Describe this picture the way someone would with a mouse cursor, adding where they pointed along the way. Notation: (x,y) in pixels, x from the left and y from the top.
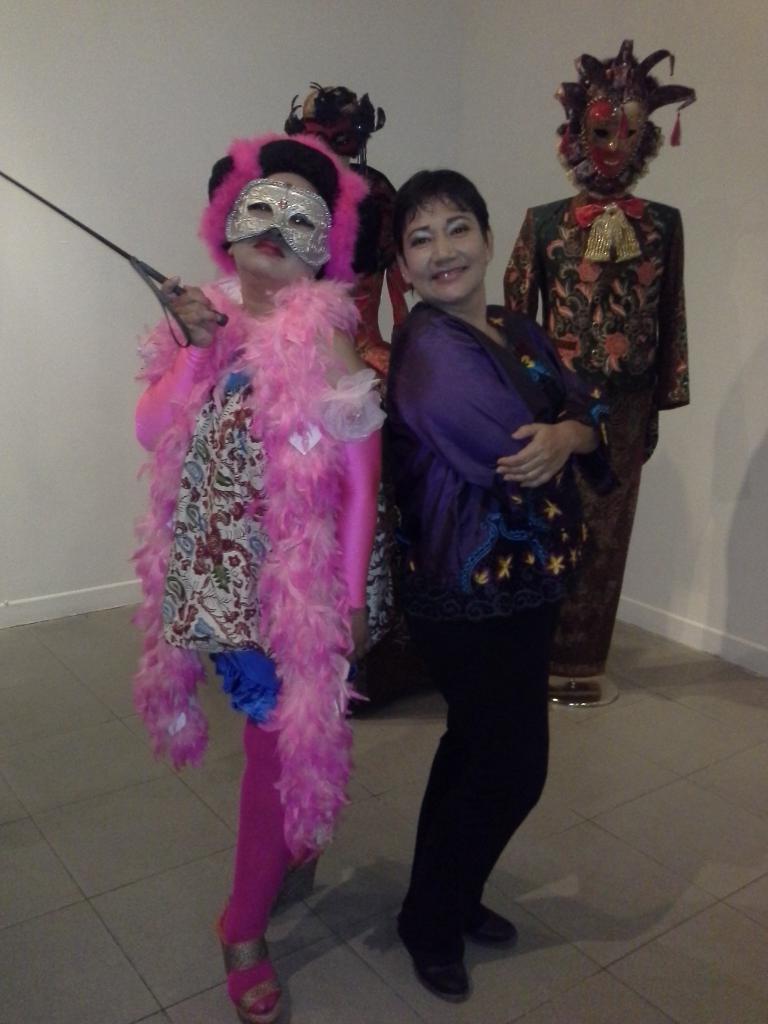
In this image we can see some persons (363,379) wearing different colors of costumes (324,435) at the foreground of the image (303,398) there are two persons (374,381) wearing pink and blue color costumes (482,345), person (179,400) wearing pink color costume (221,368) also wearing mask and at the background of the image (286,94) there is wall (447,147).
